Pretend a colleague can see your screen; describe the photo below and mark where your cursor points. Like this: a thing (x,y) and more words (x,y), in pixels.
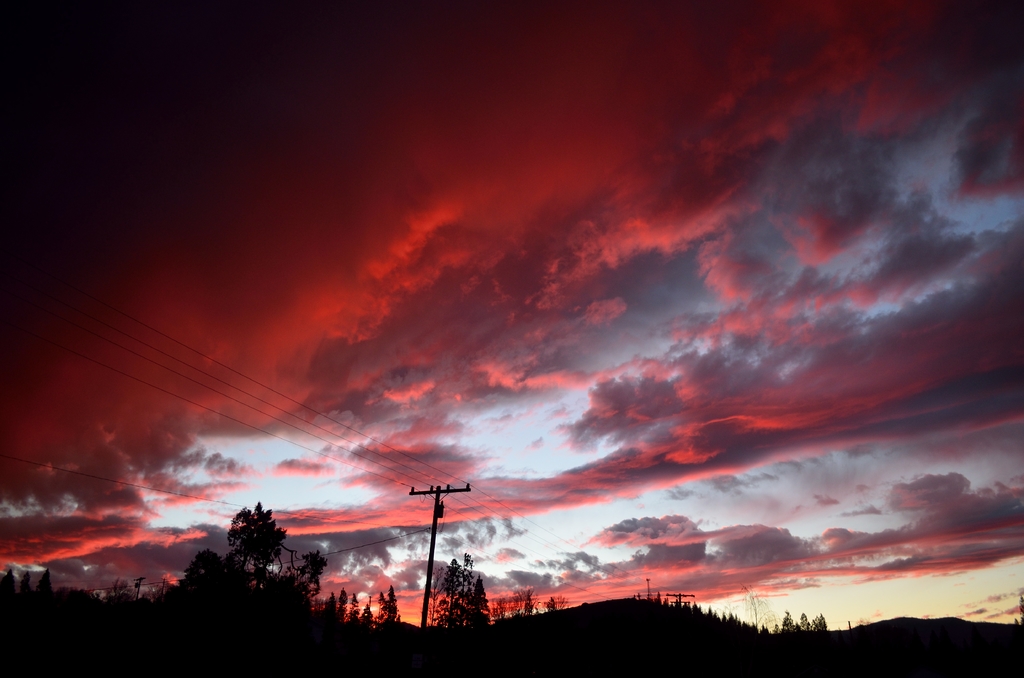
In this image we can see sky (593,400) with clouds (826,328), electric poles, electric cables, trees (264,513) and hills (904,641).
